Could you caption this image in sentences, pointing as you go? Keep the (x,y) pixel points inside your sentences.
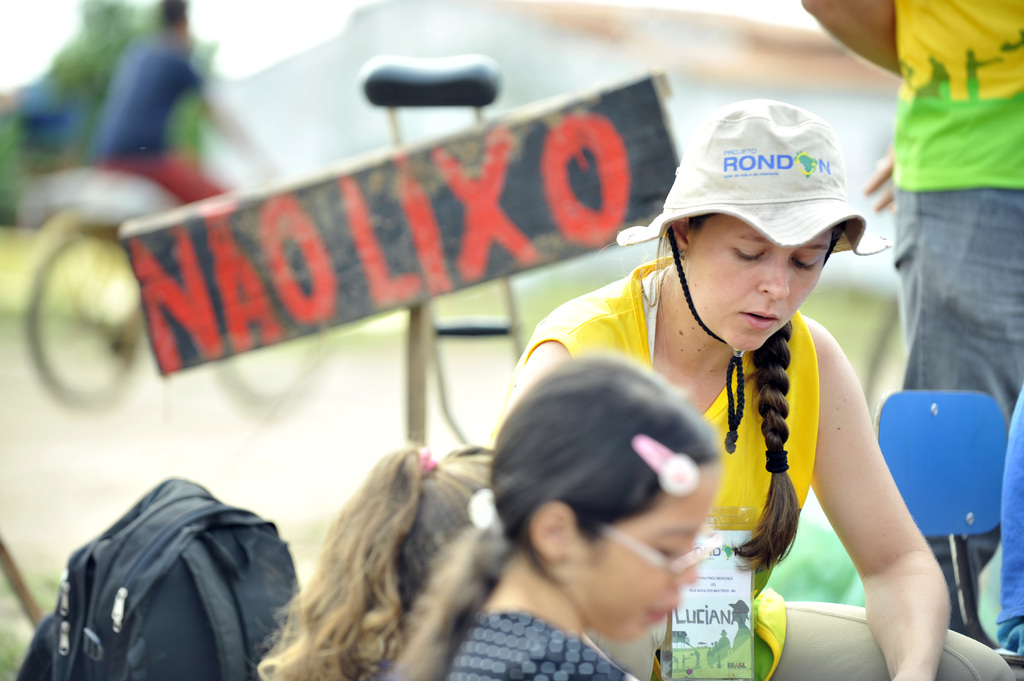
In this image I can see few persons (518,483). There is a bag (120,547), there is a board (250,275) with some alphabets (234,276) on it and there is a blur background (10,141).
